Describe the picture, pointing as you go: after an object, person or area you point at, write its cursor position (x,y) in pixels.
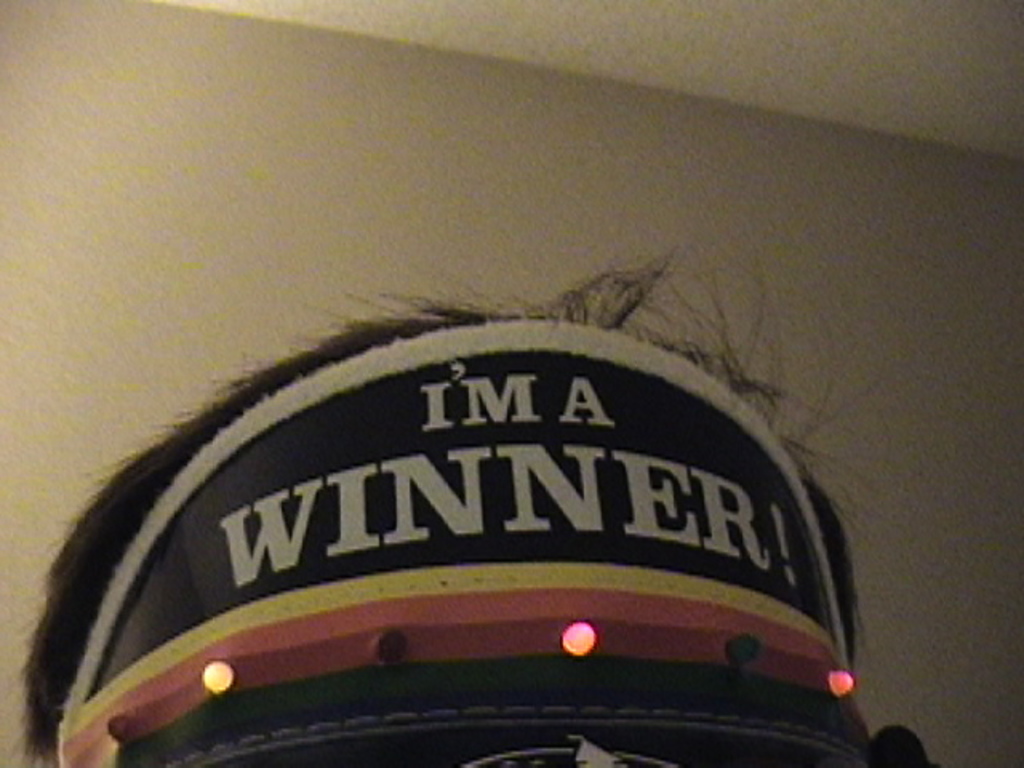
In this image we can see a text (273,522) written on a cap (417,536).
